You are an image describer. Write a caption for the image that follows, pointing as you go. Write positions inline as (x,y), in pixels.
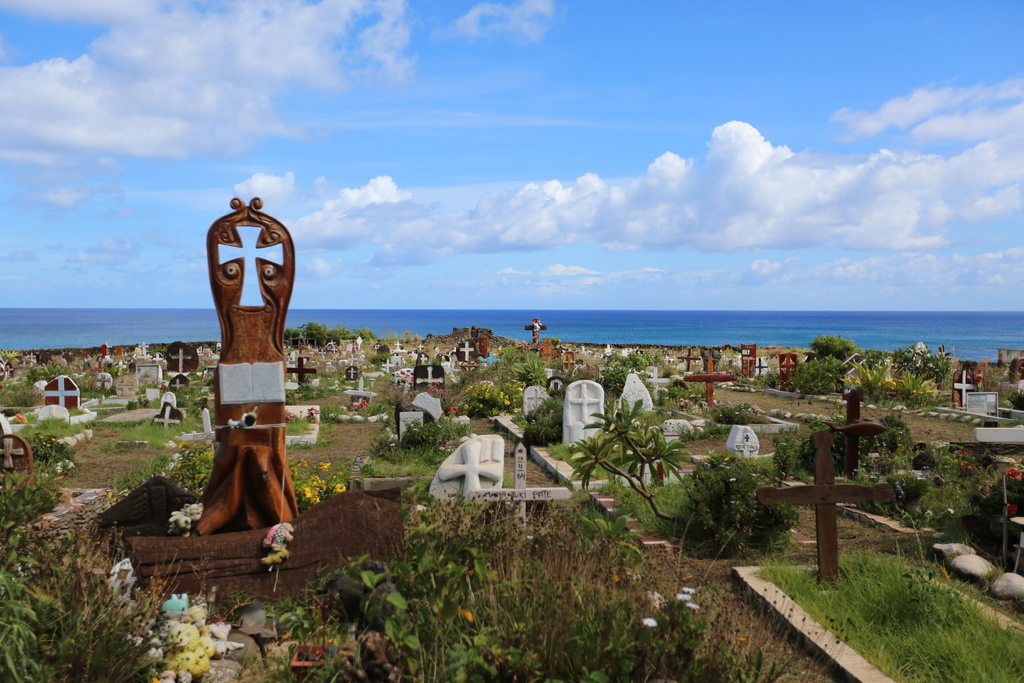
In this picture we can see the image of graveyard (621,522). In front (316,528) we can see many graves (250,432) with brown and white color stones cross marks (481,465). In the background (617,334) we can see ocean water (594,312) and above blue sky (565,261) with clouds (573,222).
